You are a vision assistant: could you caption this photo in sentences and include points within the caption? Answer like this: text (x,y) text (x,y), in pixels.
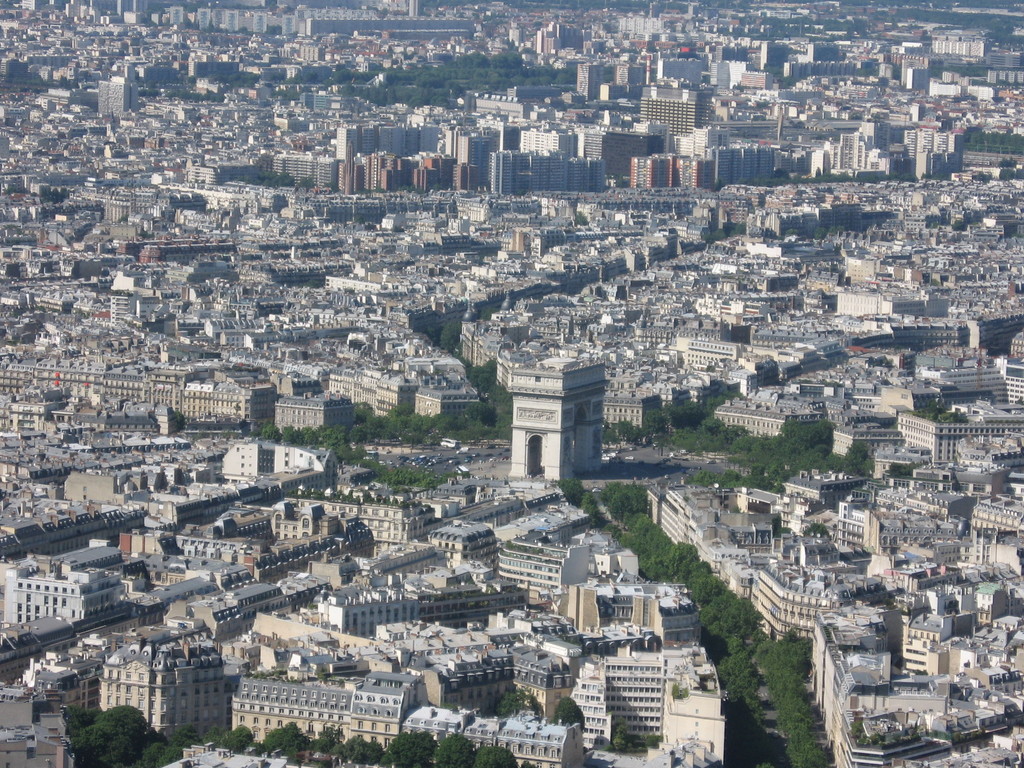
This is an aerial view. In this image we can see buildings (352,175), skyscrapers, trees (700,593) and roads (657,470).
